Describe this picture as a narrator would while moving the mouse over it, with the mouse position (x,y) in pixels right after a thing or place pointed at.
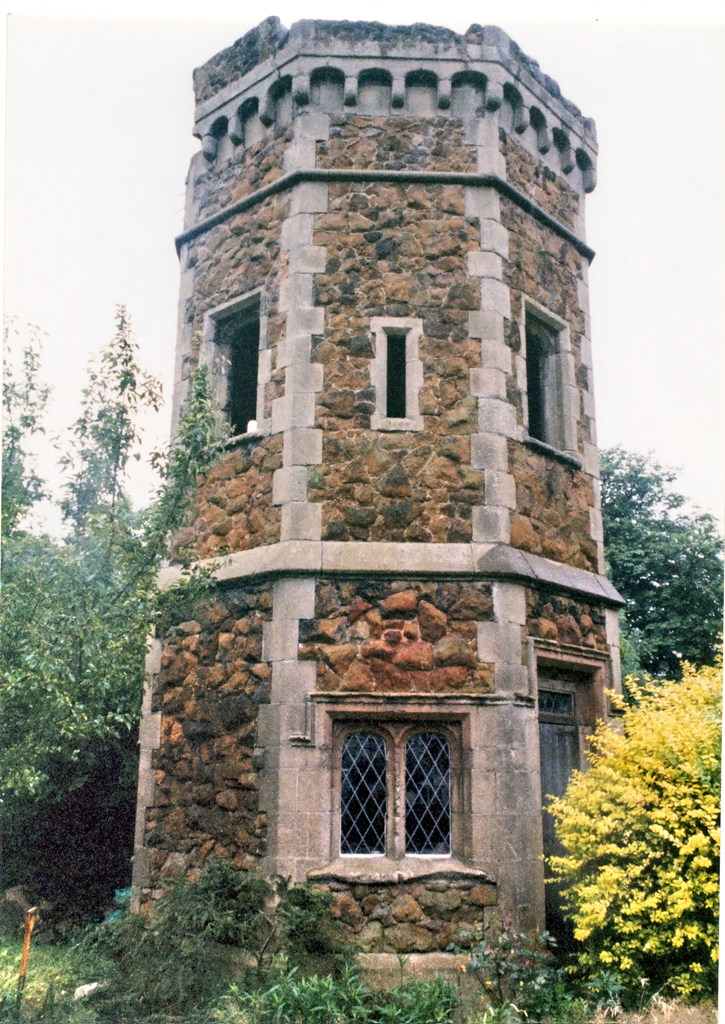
In the center of the image (308,420), we can see a fort (339,722) with windows (410,841) and in the background (669,604), there are trees (642,594), plants (306,945) and we can see a rod (30,937). At the top (113,124), there is sky (105,118).
